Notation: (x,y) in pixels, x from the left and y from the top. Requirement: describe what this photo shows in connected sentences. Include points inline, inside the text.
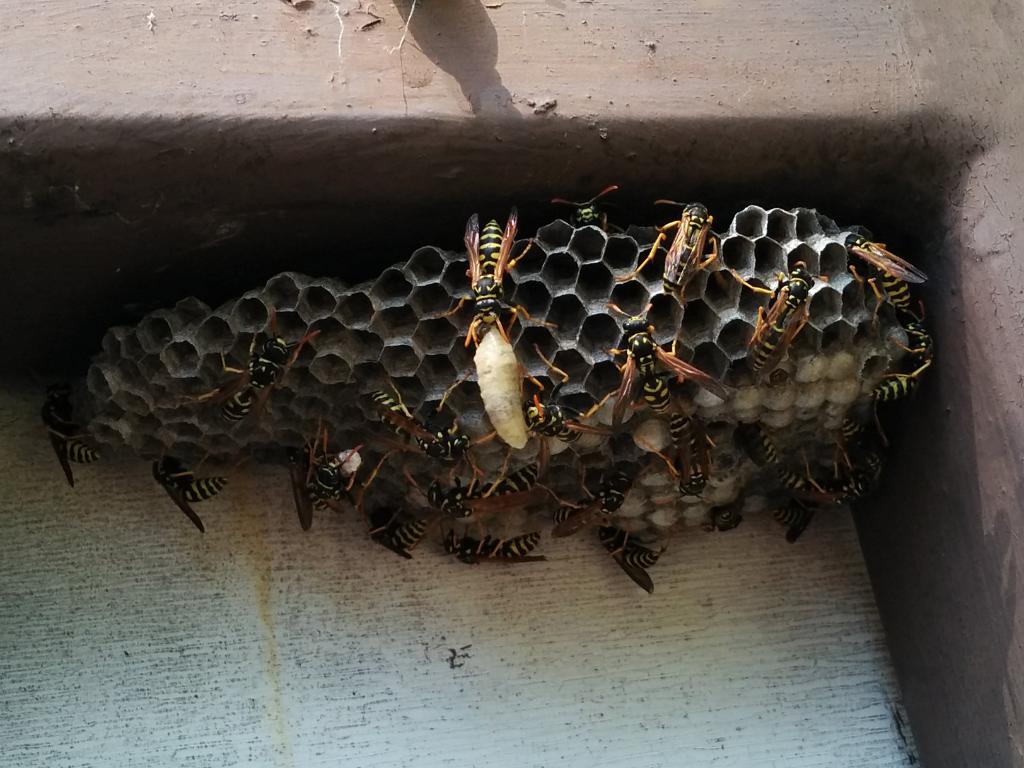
In this image we can see a wasp nest (589,391) with some wasps (500,278).
